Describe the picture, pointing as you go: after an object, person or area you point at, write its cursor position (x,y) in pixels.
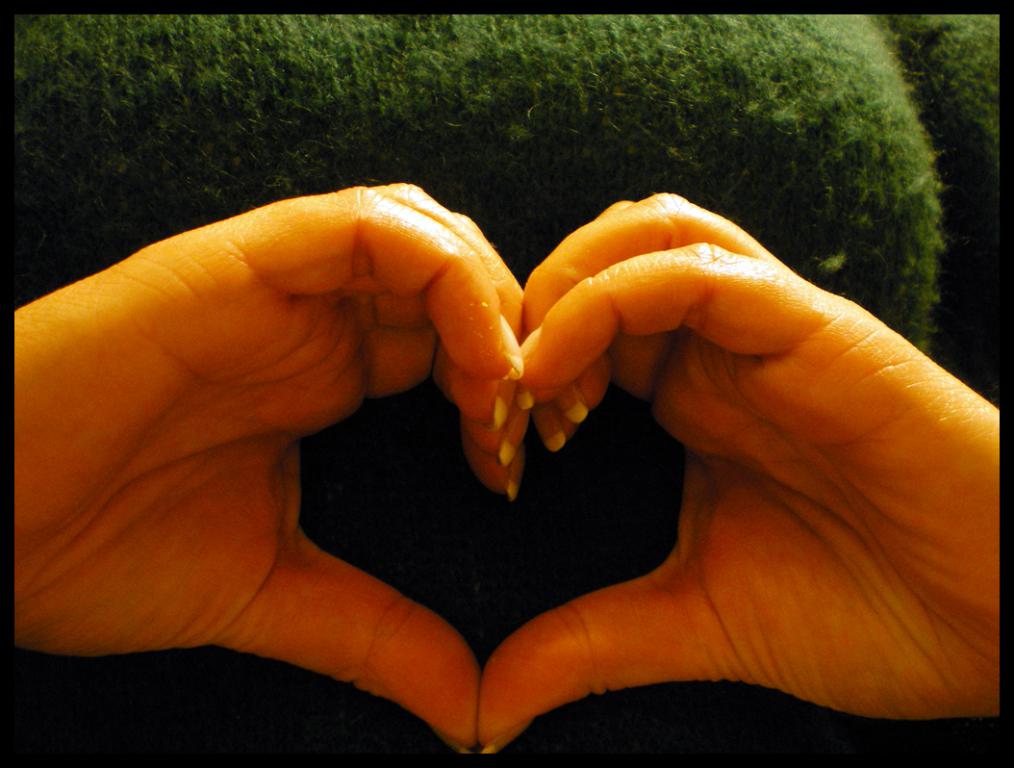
In this image we can see a person hands (692,566). In the background (685,153) it is green.
